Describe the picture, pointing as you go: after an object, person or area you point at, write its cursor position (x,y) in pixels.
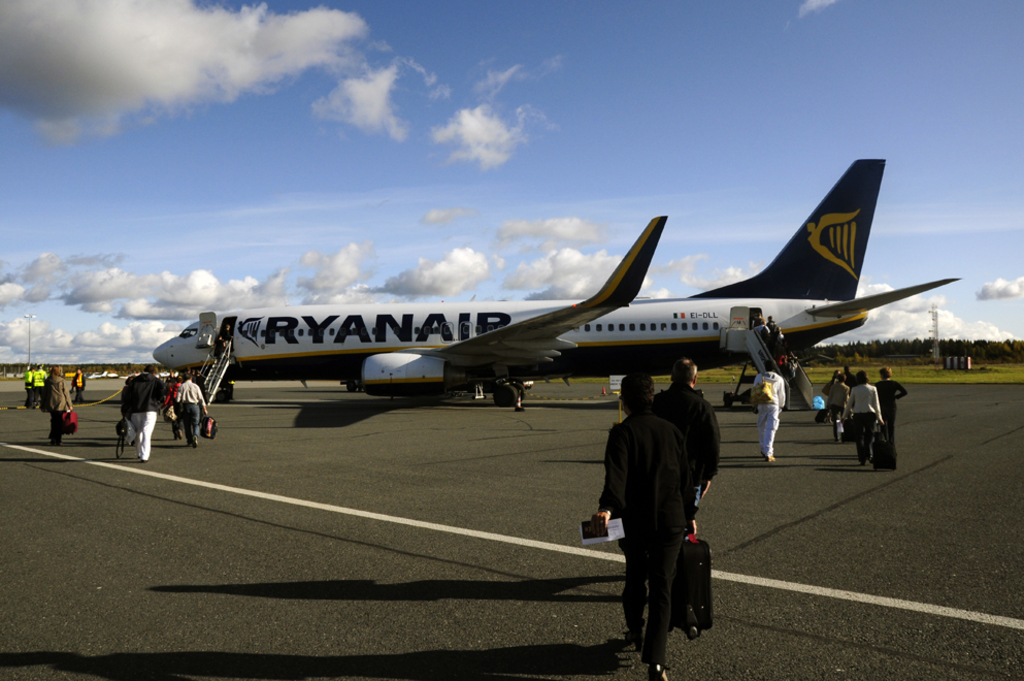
In this image we can see persons (142,426) standing on the runway (757,529) by holding luggage (686,564) in their hands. In the background (226,345) we can see people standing on the stairs (216,382) of the aeroplane (341,357), aeroplane (364,356) and sky (380,177) with clouds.
